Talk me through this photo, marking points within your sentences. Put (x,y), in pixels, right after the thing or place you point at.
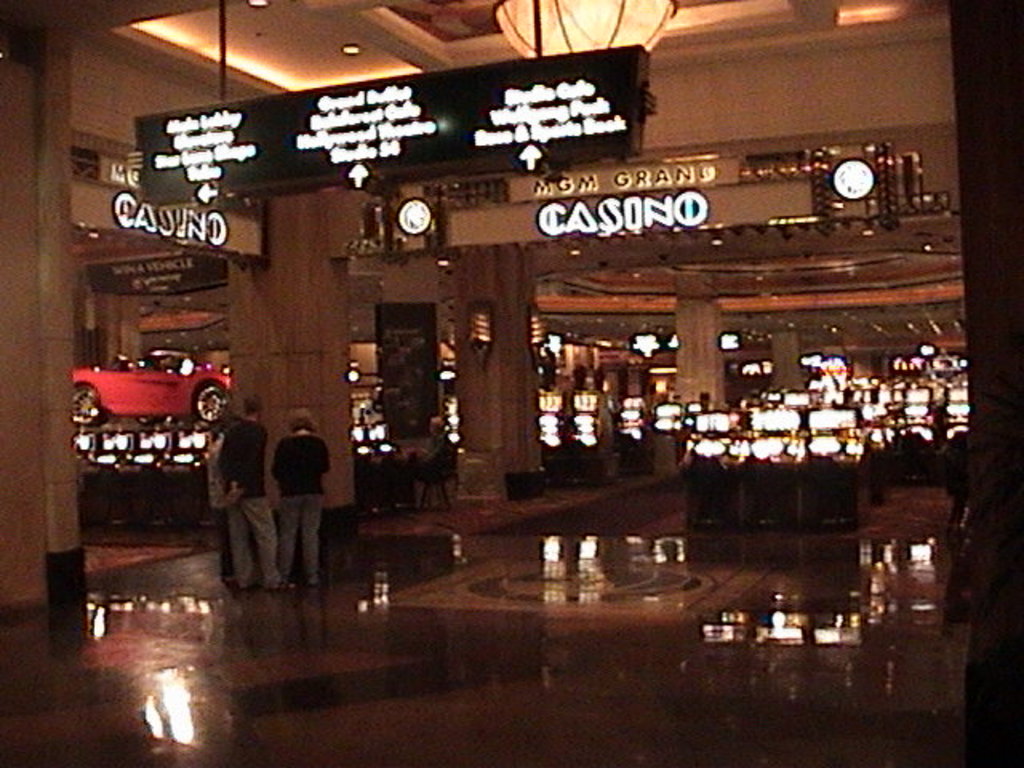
In this picture there is a casino store (874,211) in the center of the image (571,453) and there are some people (240,513) those who are standing on the left side of the image (251,525).
